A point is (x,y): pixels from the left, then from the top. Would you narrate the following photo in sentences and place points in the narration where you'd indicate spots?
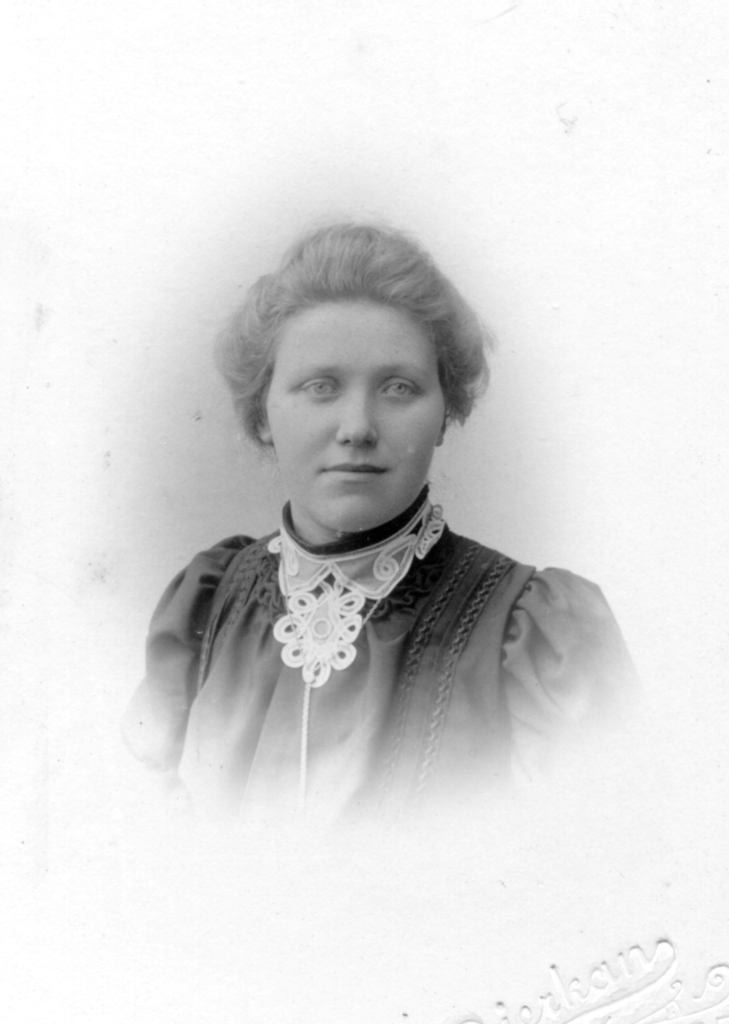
In this image I can see a woman (461,686), she wears the dress (410,702), this image is in black and white color.
